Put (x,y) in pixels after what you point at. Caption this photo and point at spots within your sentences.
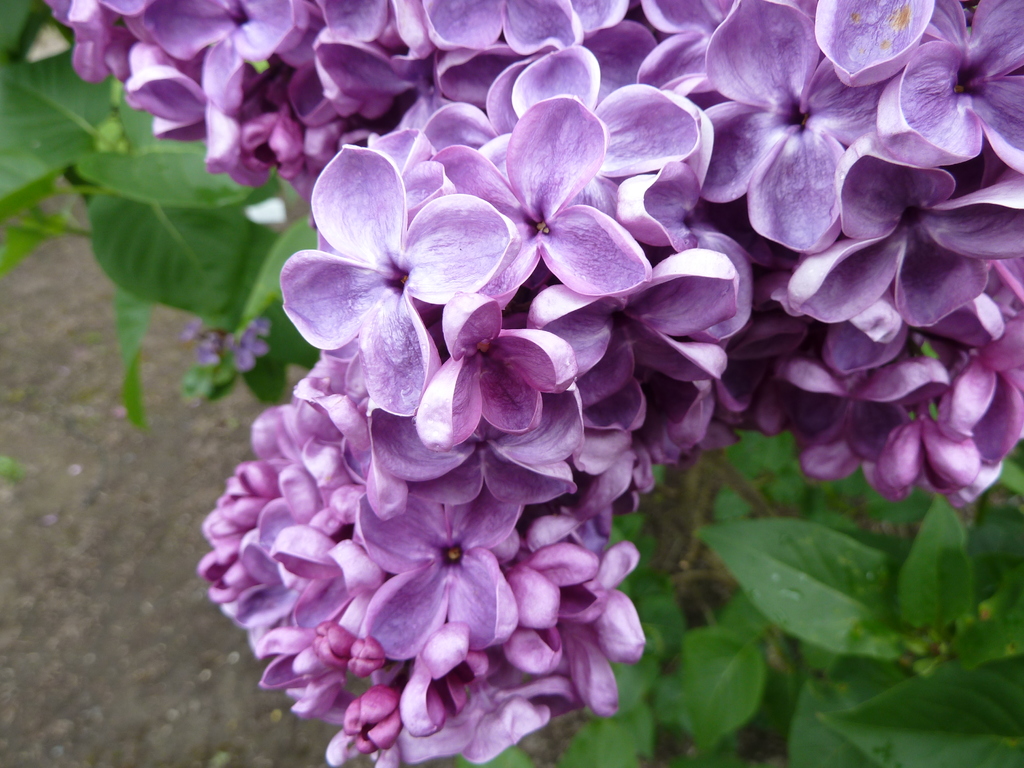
In this image there are purple flowers (427,220) for a plant (482,615).
